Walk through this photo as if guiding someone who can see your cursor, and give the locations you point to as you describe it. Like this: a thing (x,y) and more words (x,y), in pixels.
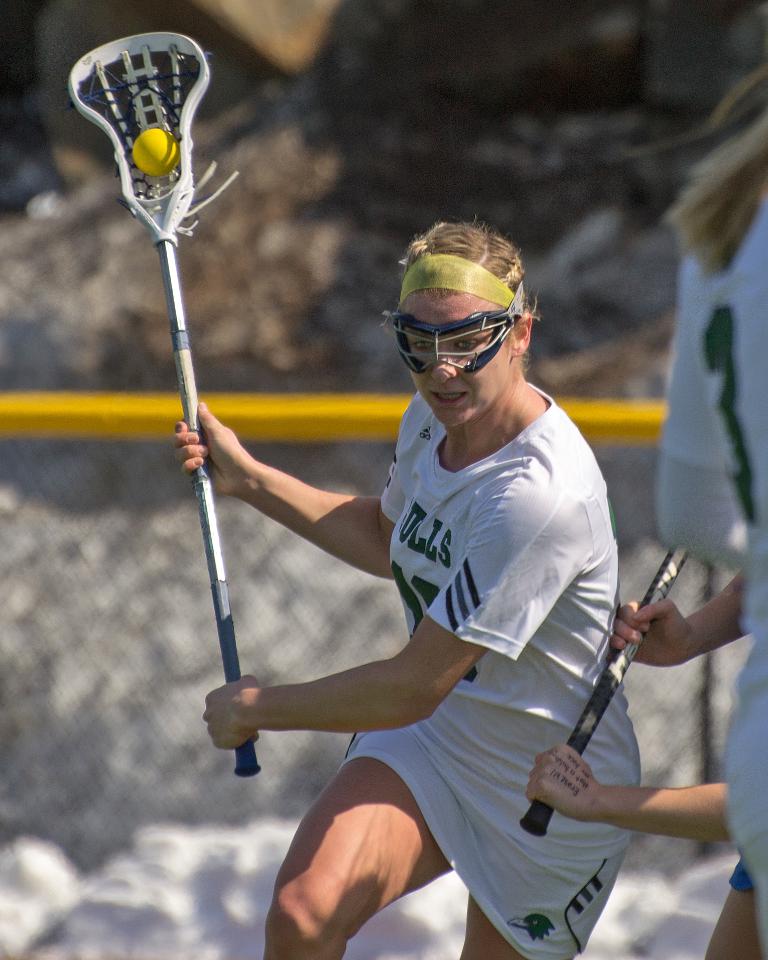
In this image I can see a person (327,794) playing game. The person (493,628) is wearing white dress (493,628) holding some object (101,120). I can also see a ball (155,169) which is in yellow color, at the background (70,511) I can see railing (152,582).
